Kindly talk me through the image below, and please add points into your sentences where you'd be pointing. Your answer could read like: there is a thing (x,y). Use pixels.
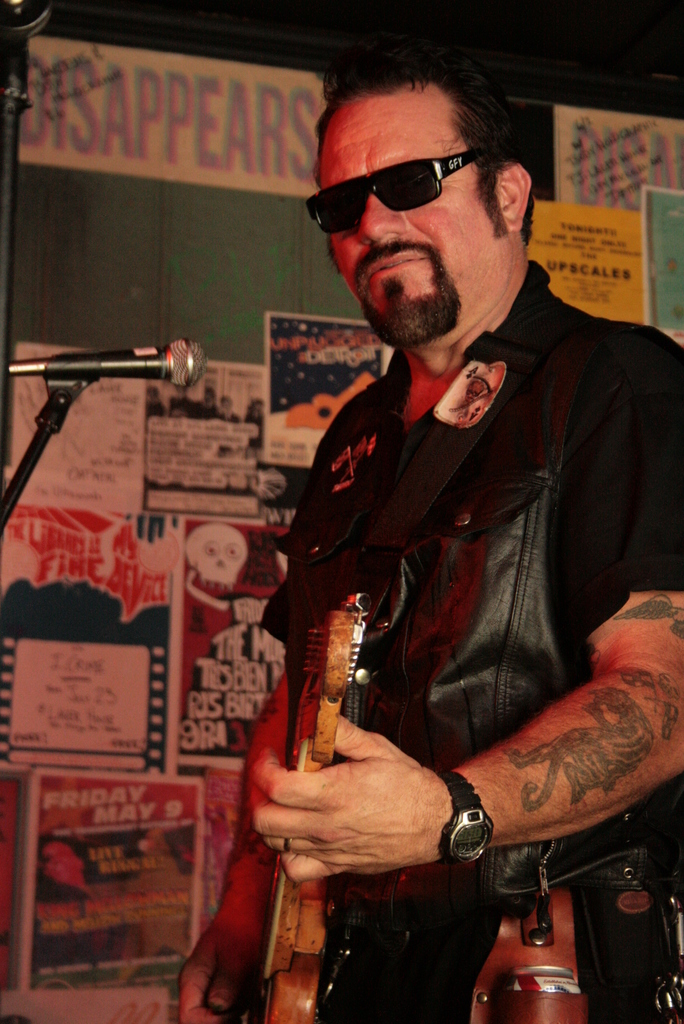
In this image there is a person (511,473) wearing black color jacket (507,444), goggles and wrist watch (442,857) playing guitar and in front of him there is a microphone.
